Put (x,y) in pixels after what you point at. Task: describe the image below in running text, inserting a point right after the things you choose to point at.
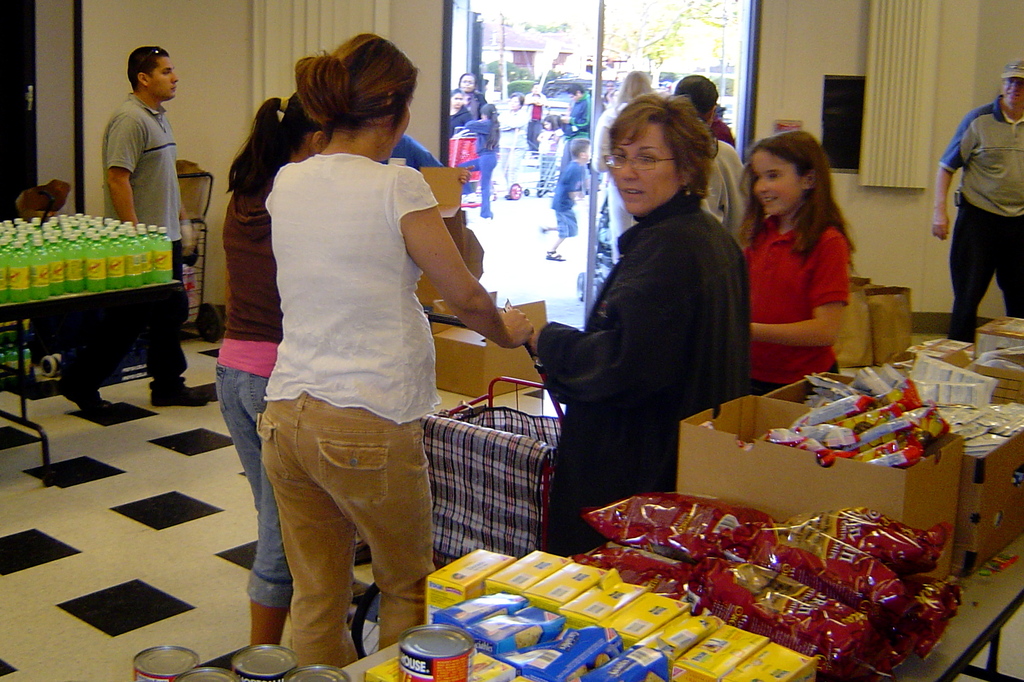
In this picture there is group of people (264,434) on the right side of the image (690,341), by holding a trolley (515,420) and there are grocery stock (761,656) on the right (865,459) and left side of the image (65,216) and there is a door (465,33) in the center of the image (536,289), it seems to be a marketplace.
